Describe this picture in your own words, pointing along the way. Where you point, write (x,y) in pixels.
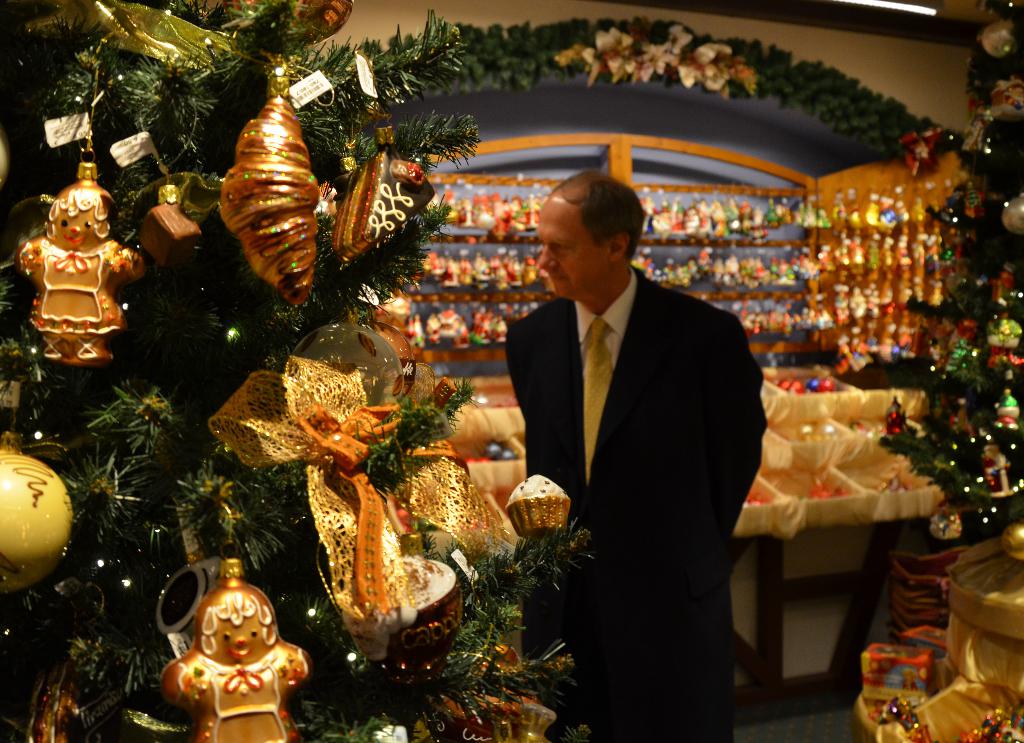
In the middle of this image (673,350), there is a person (678,299) in a suit (644,305), standing. On the left side (231,587), there is a Christmas tree (254,470) having different toys (158,251). On the right side (974,499), there is another Christmas tree (968,451). In the background (892,201), there are toys (781,311) arranged, there are some objects (827,386) in the trays (787,417), there is a light (853,3) attached to the roof (940,22) and there are leaves (483,61) and flowers (697,73) arranged.
